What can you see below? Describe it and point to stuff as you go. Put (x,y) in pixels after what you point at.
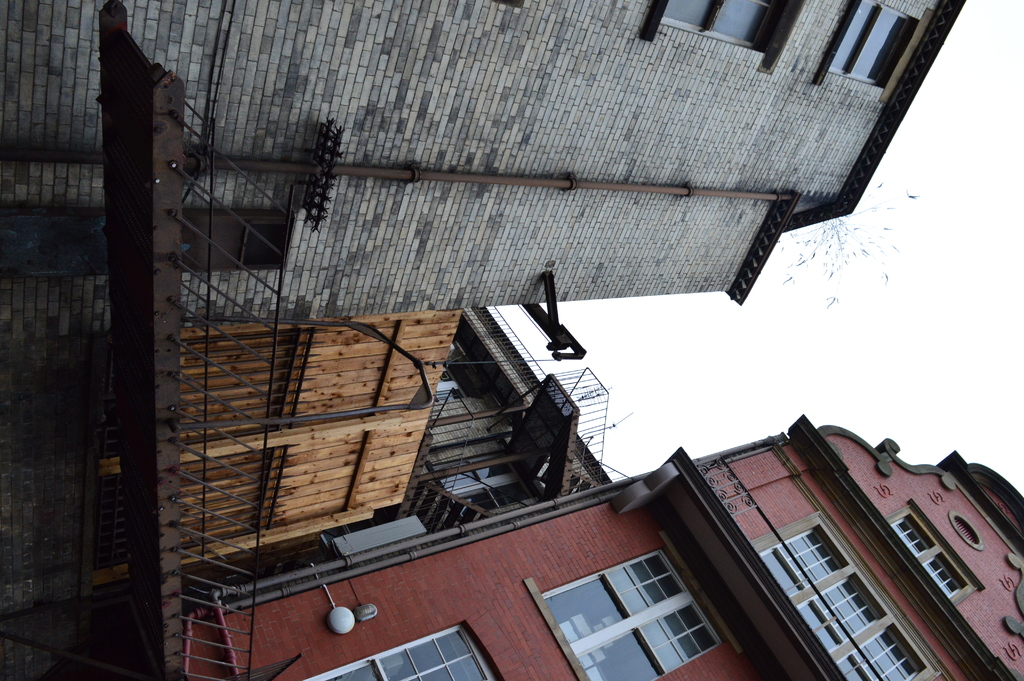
In the image there are buildings (756,539) with walls (774,483), windows (579,613), roofs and pipes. In front of the buildings (56,467) there is a bridge (141,159) with railing (191,225). Behind the bridge (139,484) there is a wooden gate (314,441). Behind the gate (440,343) there is a building (531,435) with walls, steps (545,455), railings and windows (475,479). In the background (955,194) there is sky (809,385).
